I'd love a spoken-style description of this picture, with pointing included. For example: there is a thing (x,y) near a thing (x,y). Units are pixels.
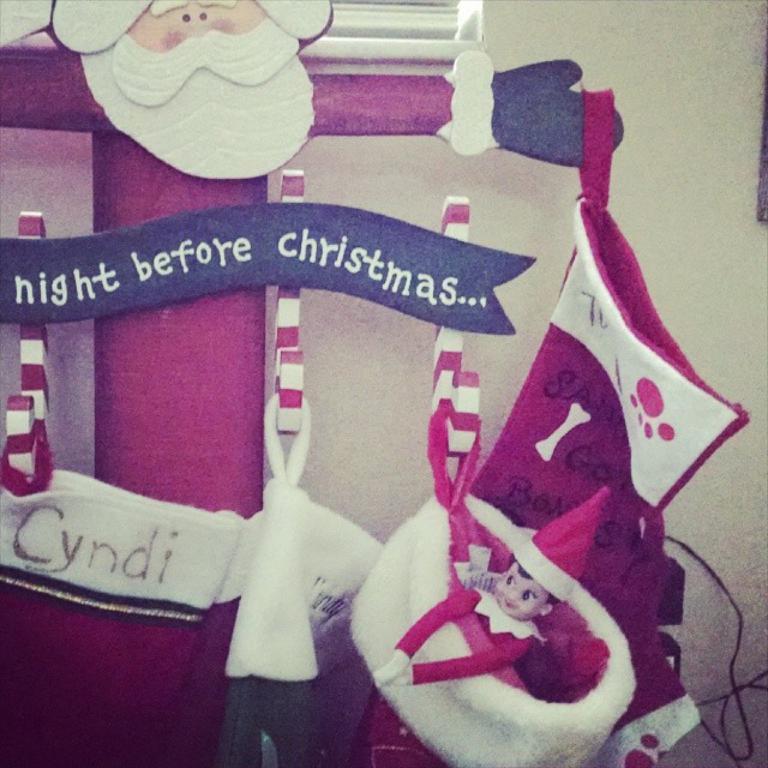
In this picture we can see toys (505,595), bags (331,560), wire (727,748), name board (304,233), hangers (33,332) and some objects (272,111) and in the background (660,143) we can see the wall (673,211).
